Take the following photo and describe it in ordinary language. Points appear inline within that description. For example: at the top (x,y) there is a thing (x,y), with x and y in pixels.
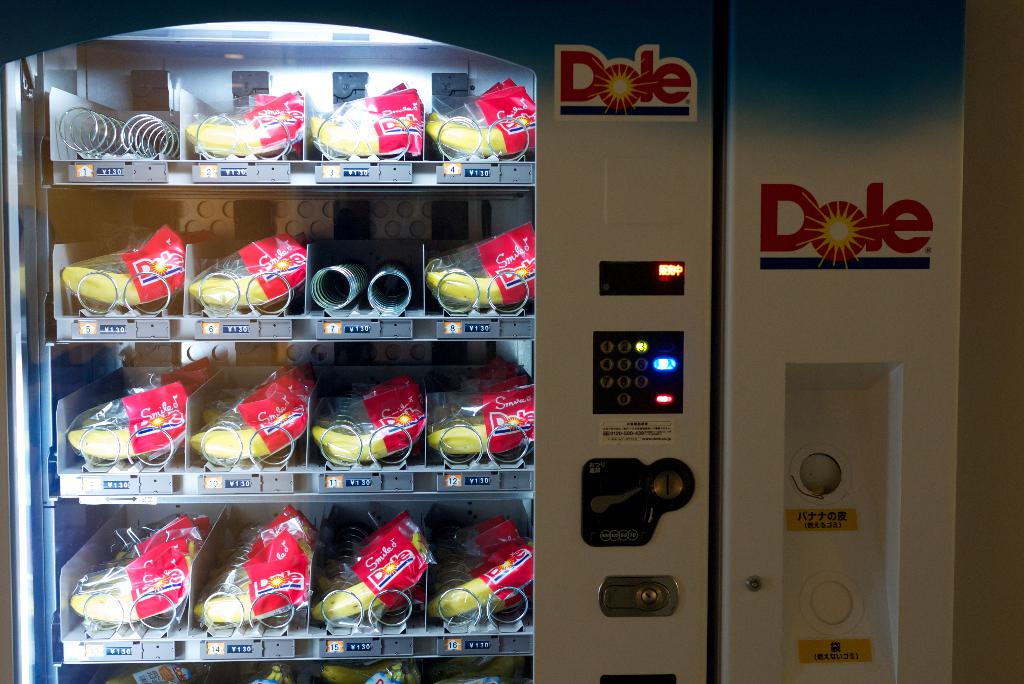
In the image there is a machine (825,410) with buttons (606,385), locks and logos (615,81) on it. Inside the machine (641,199) there are racks (138,167) with food items (270,273).
